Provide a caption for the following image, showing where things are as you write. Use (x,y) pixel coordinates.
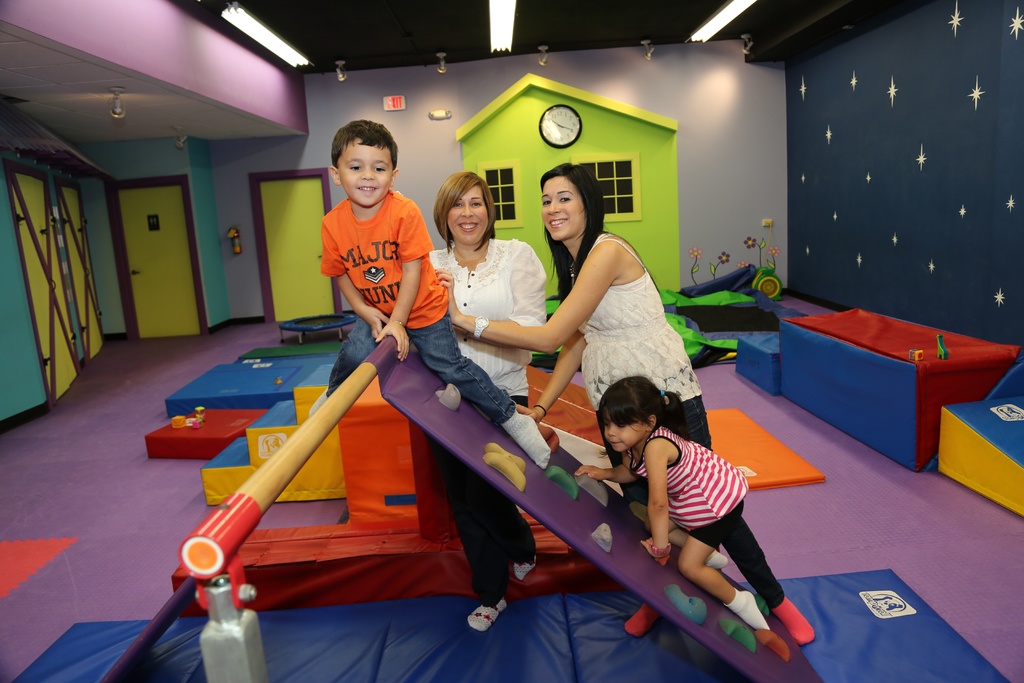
In the image there are two kids (647,417) and two women (702,400) standing in a kids play room (397,470) with colorful walls (996,139) and door (86,285) in the back (101,244) and lights (279,40) over the ceiling (72,137).
